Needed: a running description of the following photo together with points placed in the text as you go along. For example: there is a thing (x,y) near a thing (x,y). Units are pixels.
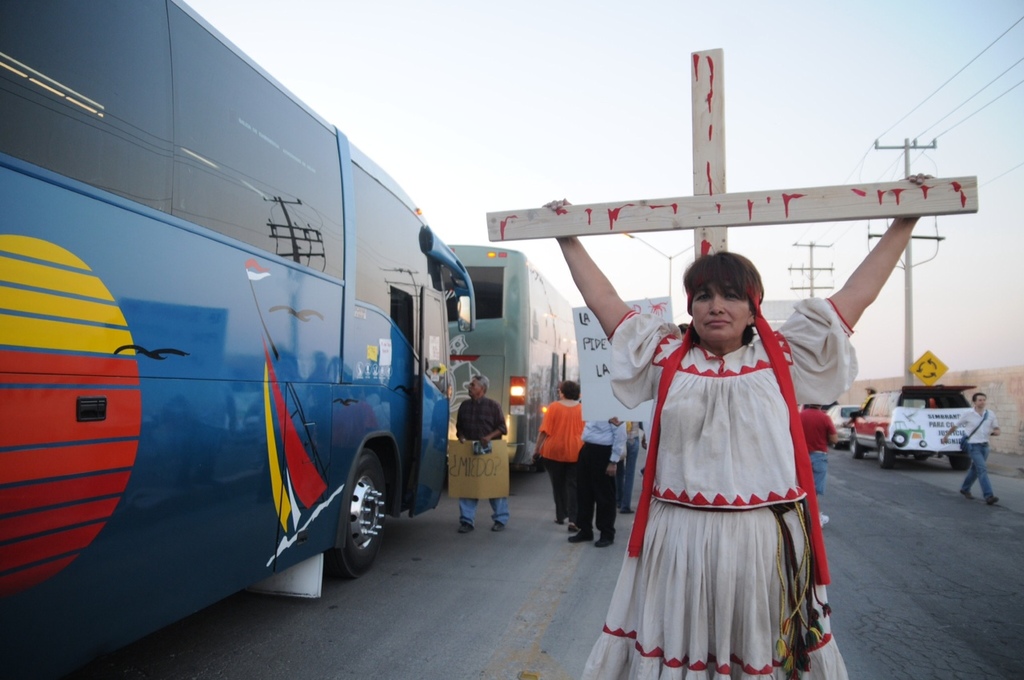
This is the woman (691,528) standing and holding a holy cross symbol (698,216) in her hands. There are group of people (605,448) standing. Here is a person (981,475) walking. These are the vehicles (128,427) on the road (524,523). I can see the current poles (812,265) with the current wires (1010,92). This is the sky (766,55).
